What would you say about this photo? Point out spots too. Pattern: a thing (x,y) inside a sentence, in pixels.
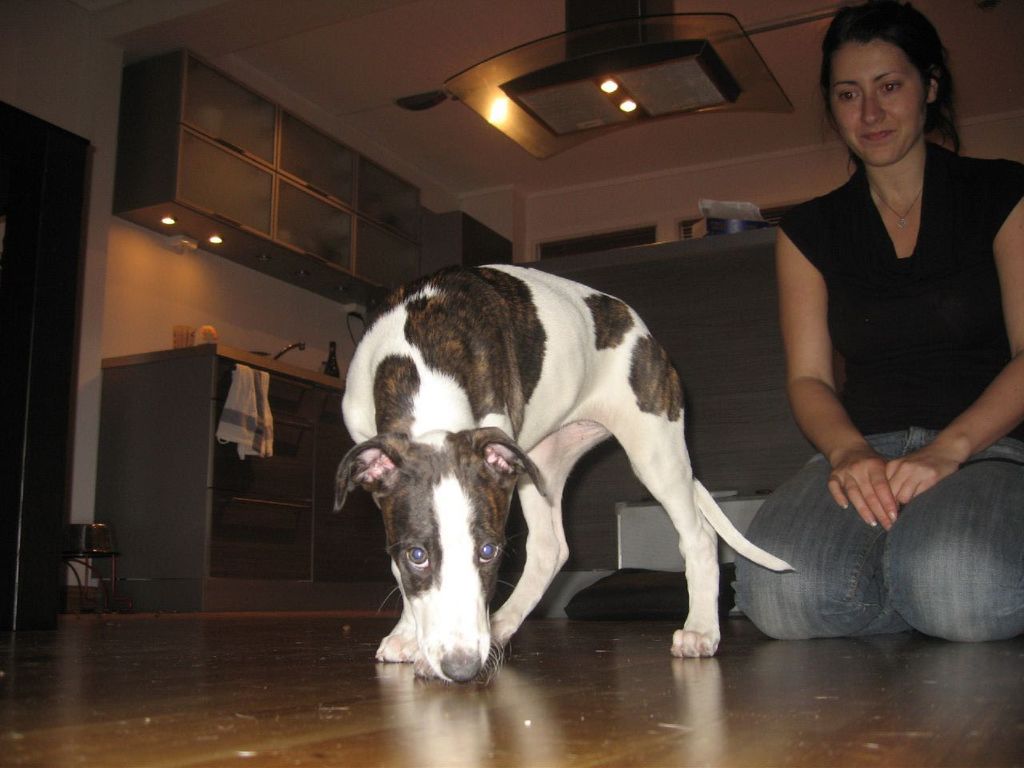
In this image we can see a woman (917,159) sitting on the floor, and she is smiling, and in front here is the dog (651,355), and here is the table (282,367) and some objects (334,370) on it, and here is the door (5,312), and at above here are the lights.
